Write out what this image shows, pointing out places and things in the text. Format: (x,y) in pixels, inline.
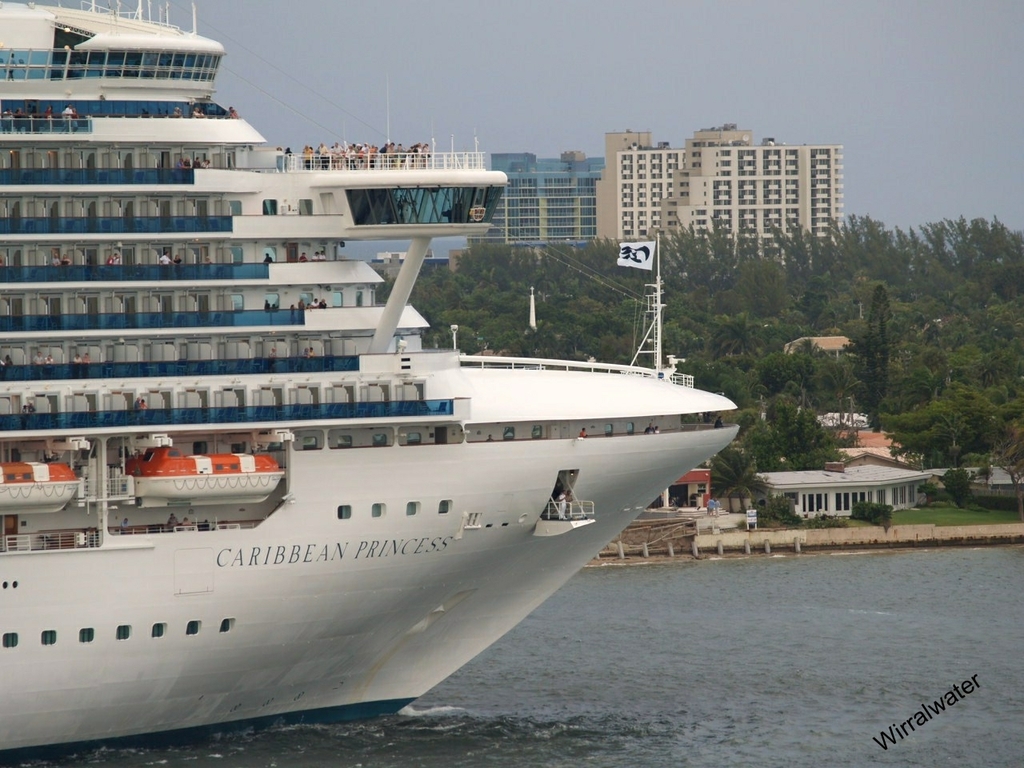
In this image I can see ship (301,575) on the water (543,655). There are trees (672,258), buildings (761,234), group of people (353,167), there is a pole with flag (643,264) and in the background (903,187) is sky (894,201). Also in the bottom right corner of the image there is a watermark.
